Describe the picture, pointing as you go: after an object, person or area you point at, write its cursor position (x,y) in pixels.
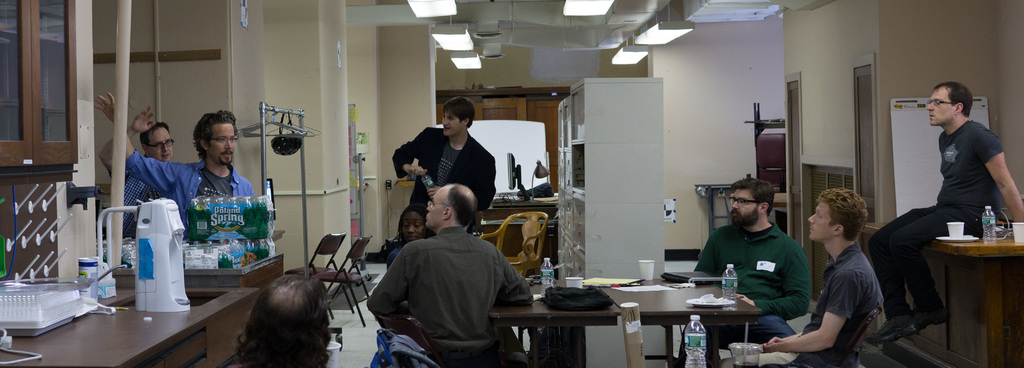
Here we can see a group of people (479,260) sitting on chairs (418,328) here and there are some people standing and we can see tables (652,289) present here and there with bottles of water (219,215) and cups (575,281) present and we can see some things (153,216) present on the left side (233,217) and we can see lights (599,1) at the top (468,39) present.
